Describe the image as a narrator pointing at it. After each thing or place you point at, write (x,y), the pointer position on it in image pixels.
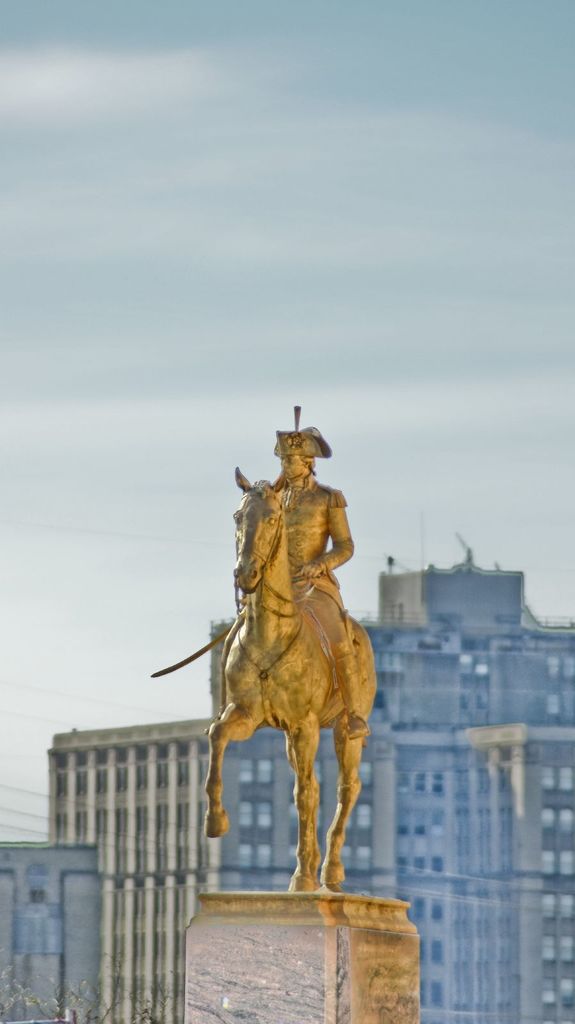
In this image we can see a statue (318,555) of a person (318,569) sitting on a horse (276,629), behind the statue (285,673) there are buildings (283,881).
